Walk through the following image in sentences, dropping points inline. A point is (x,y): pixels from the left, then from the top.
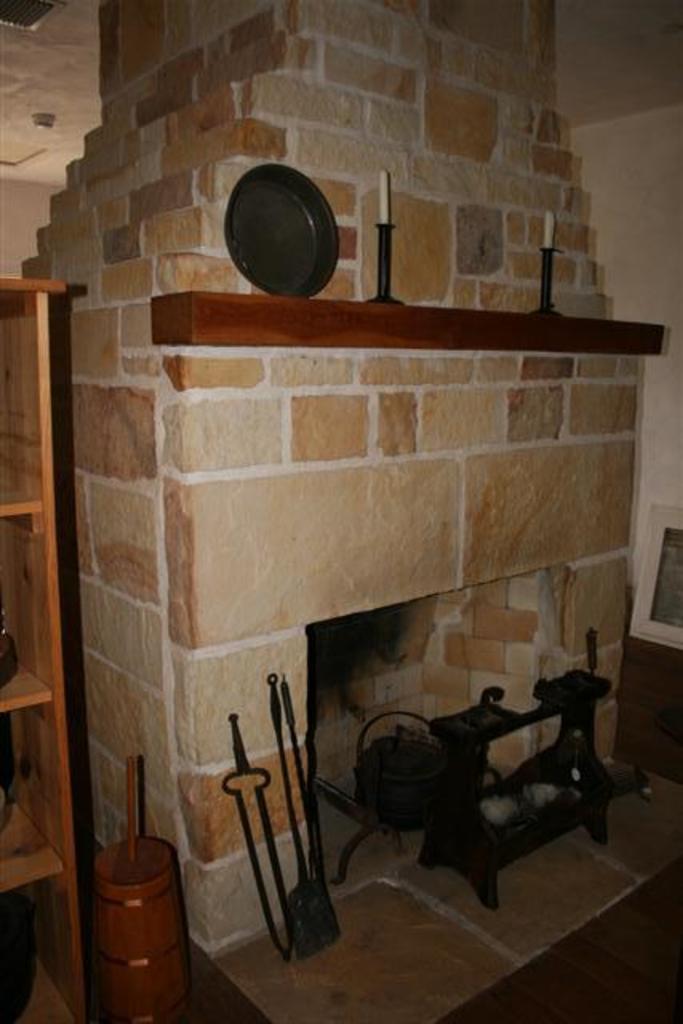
In the center of the image (443,493) there is a fireplace (367,665). In front of the fire place (320,791) there are few objects (608,762). At the bottom of the image (507,976) there is a floor (582,966). On the right side of the image (680,618) there is a photo frame (680,522) on the table (650,647). There is a wall (633,231). On the left side of the image (4,860) there is a wooden rack (27,318) and there are few object (27,987) on the rack (58,931).
